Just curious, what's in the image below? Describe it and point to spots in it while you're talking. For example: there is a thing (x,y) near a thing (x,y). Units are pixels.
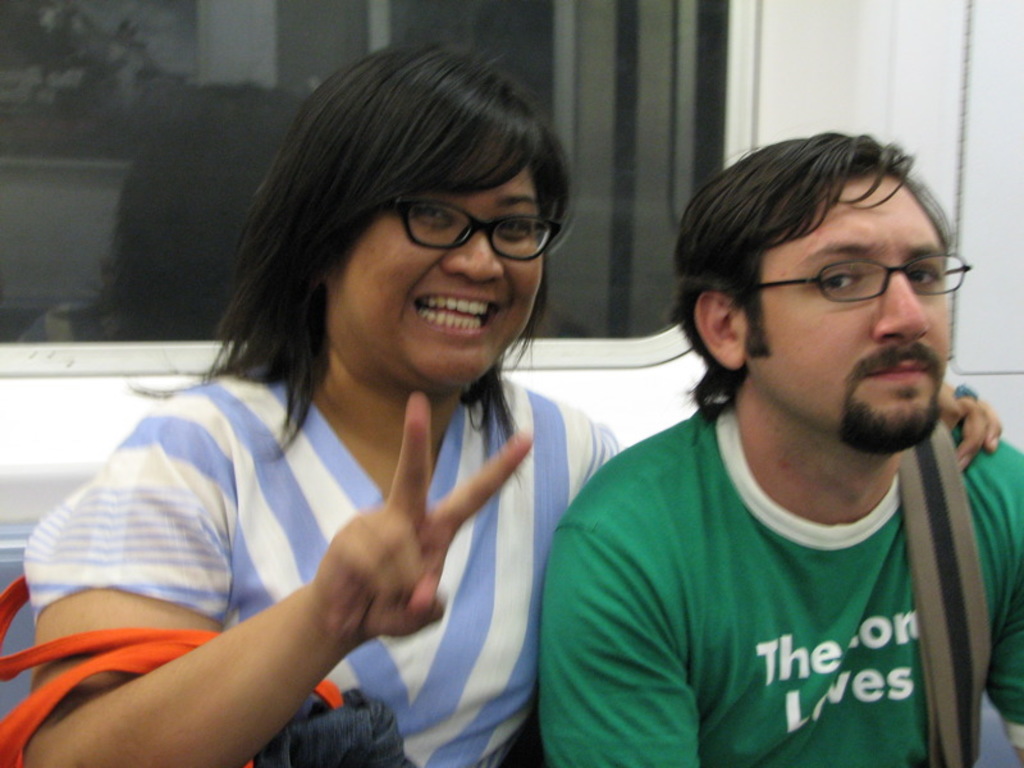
In this image there is a girl (403,425) on the left side (309,510) who is laughing and showing her two fingers (428,558). On the right side (766,552) there is a man (867,582) who is wearing the bag (956,542). In the background (651,84) there is a glass window (560,50). The woman (534,418) has kept her hand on the man (901,560). The woman (217,584) is also wearing the handbag (332,729).
